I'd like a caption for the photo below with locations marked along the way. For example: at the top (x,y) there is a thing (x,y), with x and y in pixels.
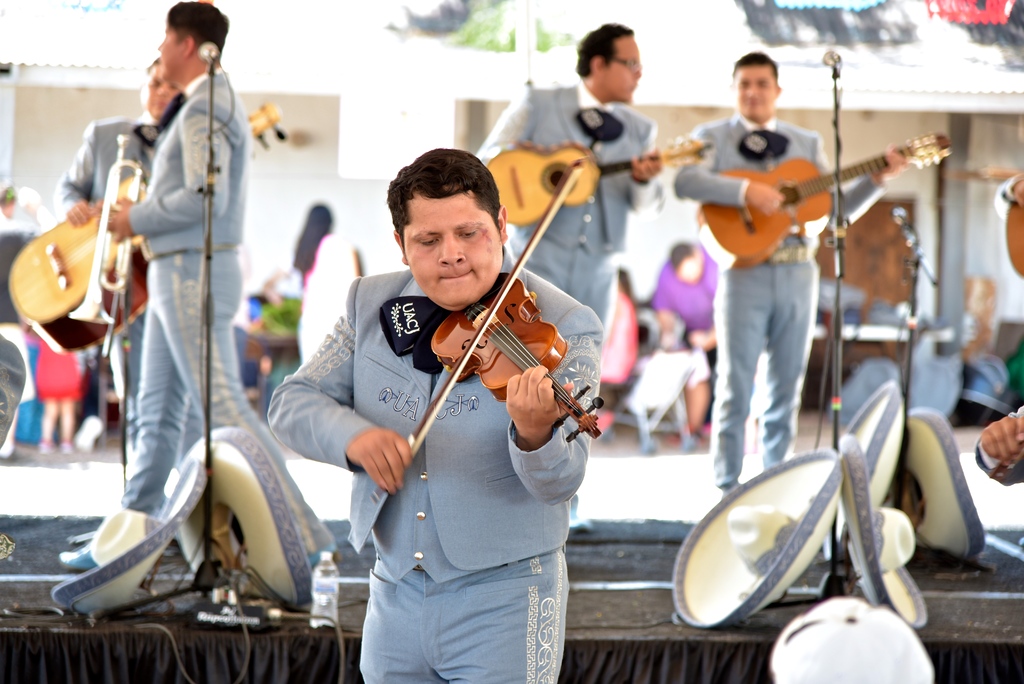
In the center of the picture (347,345) a man (473,212) is standing and playing. On the right (739,295) a man (791,292) is standing and playing guitar (810,167). In the background (678,152) in the center (575,234) a person (575,242) is standing and playing guitar (539,166). On the left (184,181) a person (179,206) is standing and holding trumpet (116,254), behind him there is person (71,220) standing and playing musical instrument (65,252). In the background (345,114) there is a wall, in front of the wall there are people (328,269) standing. In the foreground (637,551) there is a stage (338,615), on the stage (209,638) there are hats (793,521), microphones (835,79) and water bottle (323,588).
